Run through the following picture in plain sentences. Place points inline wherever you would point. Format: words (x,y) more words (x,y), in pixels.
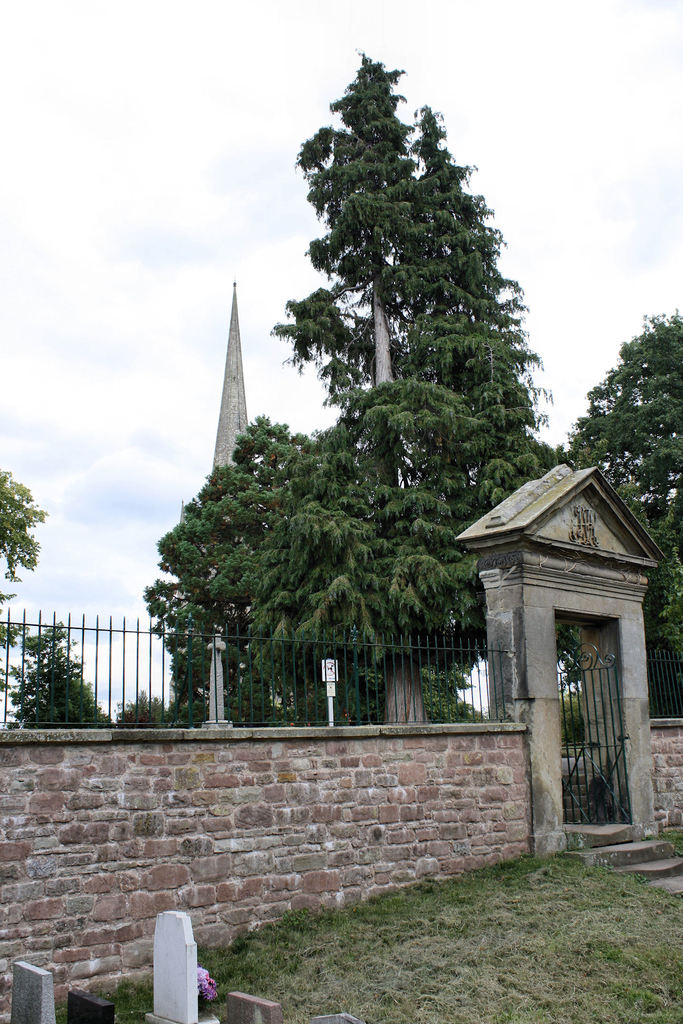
In this picture we can see a wall (344,737) with the iron grilles (468,649). On the right side of the image (490,685), there is a gate (534,747). Behind the wall (263,792), there are trees (263,521), an architecture (235,358) and the sky (228,180). At the bottom of the image (181,954), there are headstones (167,958) and grass (471,909).
